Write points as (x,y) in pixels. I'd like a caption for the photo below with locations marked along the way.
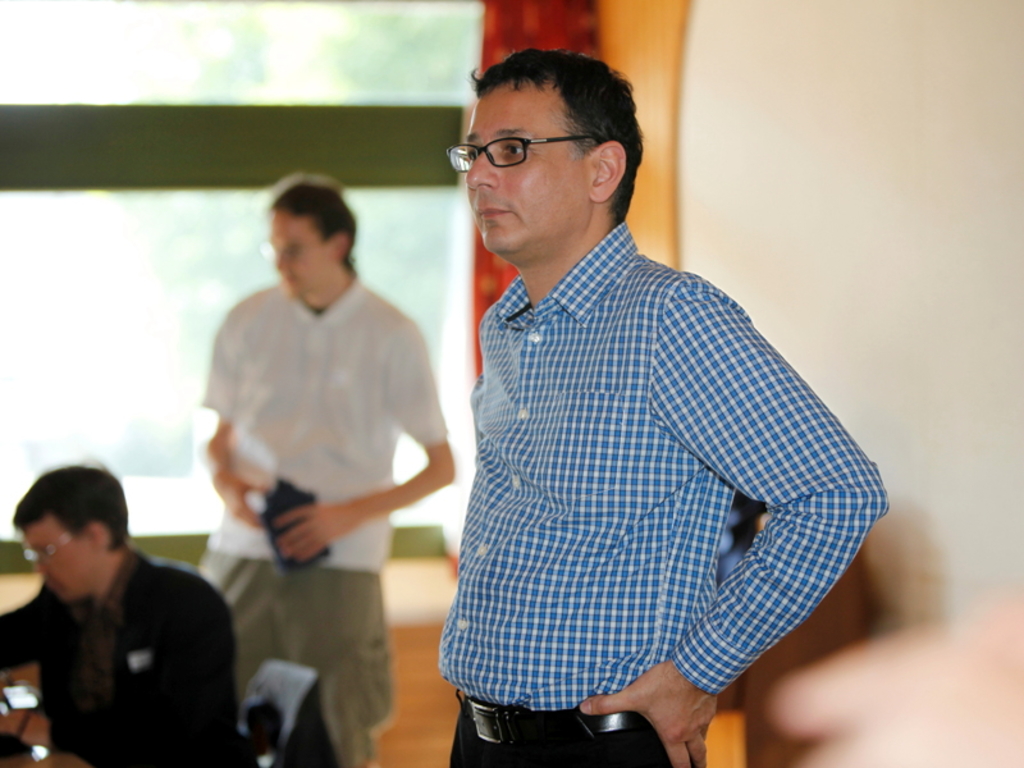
In this image there is one person (609,518) standing in the middle of this image (626,480) is wearing blue color dress (606,515), and there is one person (366,424) standing on the left side of this image (333,375) is wearing white color shirt (308,390) and holding an object (282,487). There is one other person (90,597) is sitting in the bottom left corner of this image (165,670). There is a wall (835,239) in the background (645,124).
